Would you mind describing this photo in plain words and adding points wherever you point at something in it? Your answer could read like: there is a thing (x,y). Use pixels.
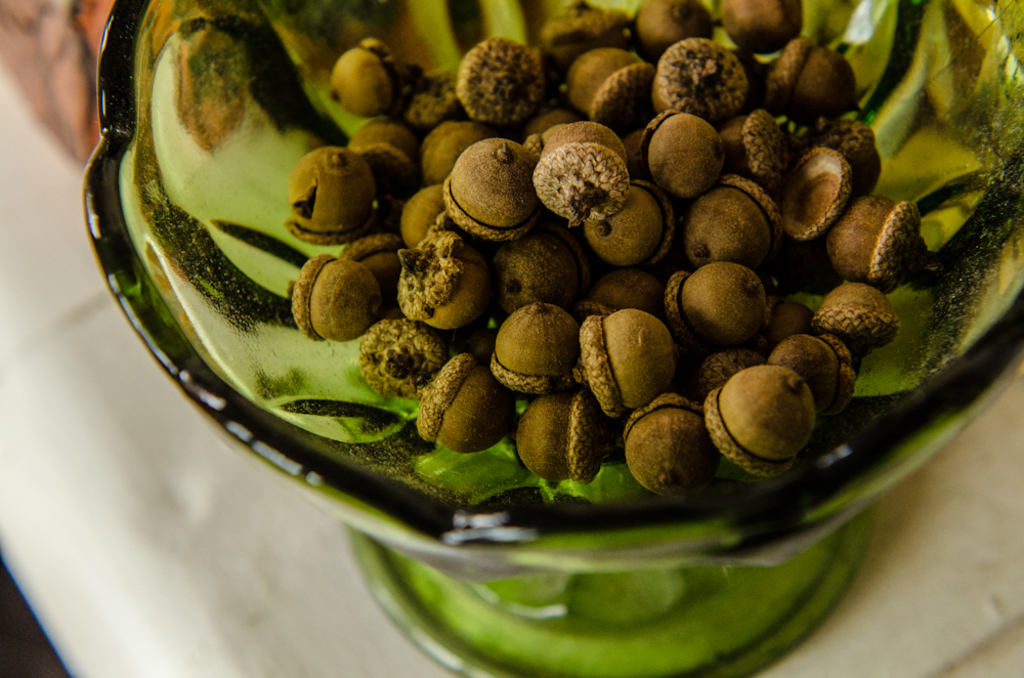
In this image I can see few brown color nuts (641,212) in a bowl (183,150). This bowl (206,309) is placed on a table (111,425).
